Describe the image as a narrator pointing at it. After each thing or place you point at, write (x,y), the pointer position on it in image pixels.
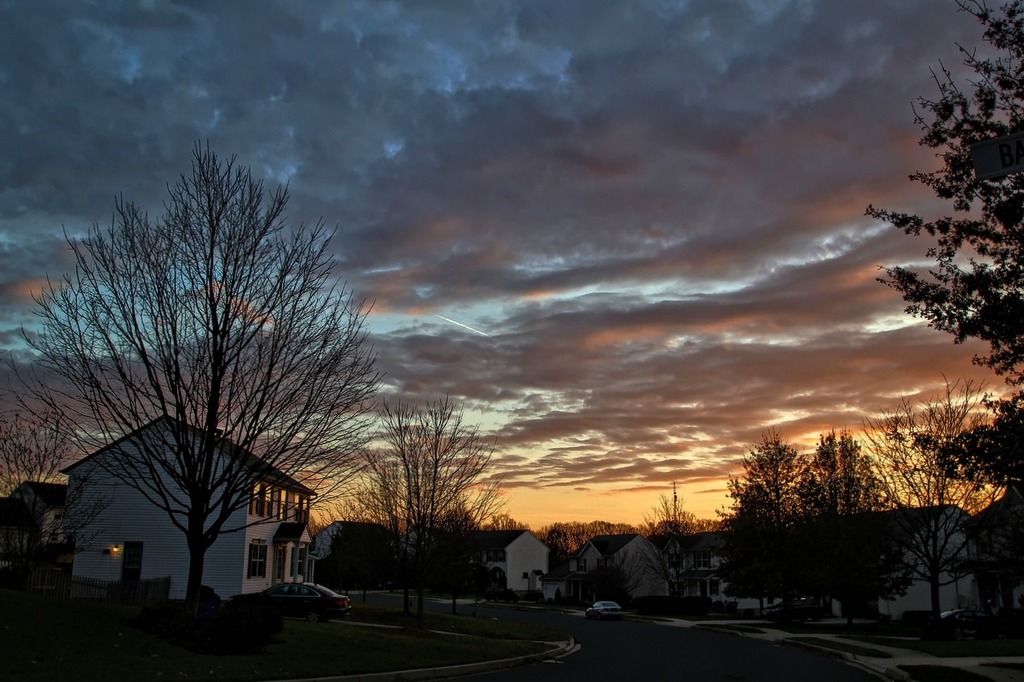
In this image we can see buildings (159,523), motor vehicles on the road (595,622), wooden fences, ground (529,624), trees (253,426) and sky (500,294) with clouds (440,294) in the background (591,282).
